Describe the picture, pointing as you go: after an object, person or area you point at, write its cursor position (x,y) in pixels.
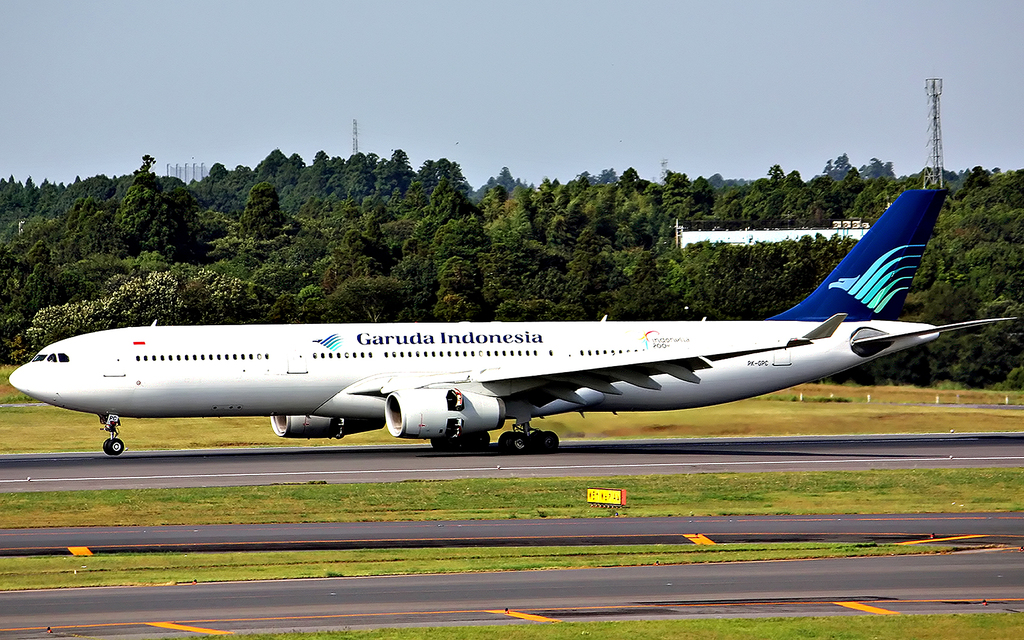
In this image we can see an airplane (368,380) which is of white and blue color is on the runway (419,454) and at the background of the image (445,233) there are some trees (485,263), tower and clear sky (293,87).
